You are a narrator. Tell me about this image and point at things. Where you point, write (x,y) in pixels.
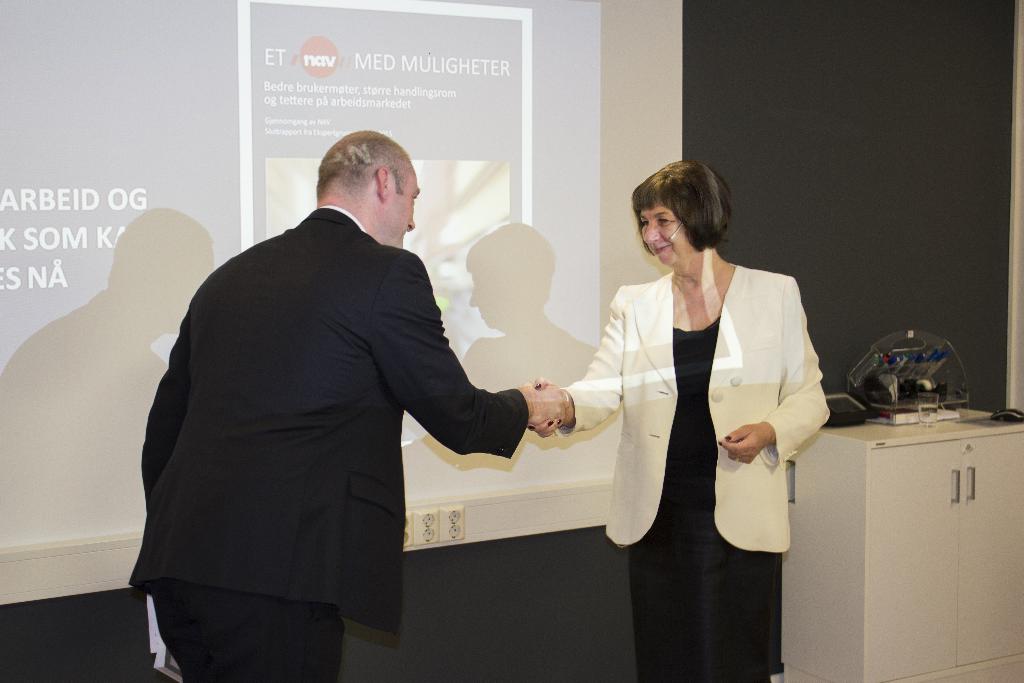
In this image I can see two persons (428,411) standing. In front (771,493) the person (637,491) is wearing white blazer (779,481) and black color shirt (692,472) and the person (367,423) at left (194,397) is wearing black color blazer (164,393) and I can see few objects (894,389) on the cupboard (907,512) and the cupboard (911,497) is in white color. In the background (555,68) I can see the projection screen (548,249).
